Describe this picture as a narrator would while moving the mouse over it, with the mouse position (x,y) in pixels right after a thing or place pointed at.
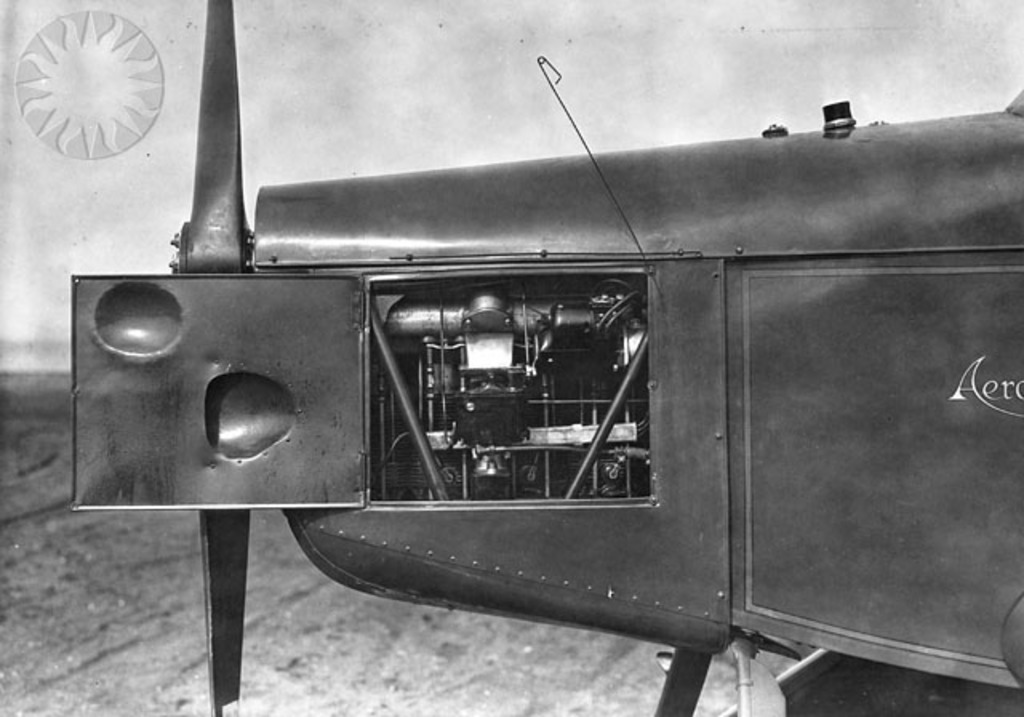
This is a zoomed in picture. In the foreground (439,561) there is a black color object (650,387) on which we can see the text (978,382). In the background (66,494) we can see the ground (155,555) and a white color object (435,35).
